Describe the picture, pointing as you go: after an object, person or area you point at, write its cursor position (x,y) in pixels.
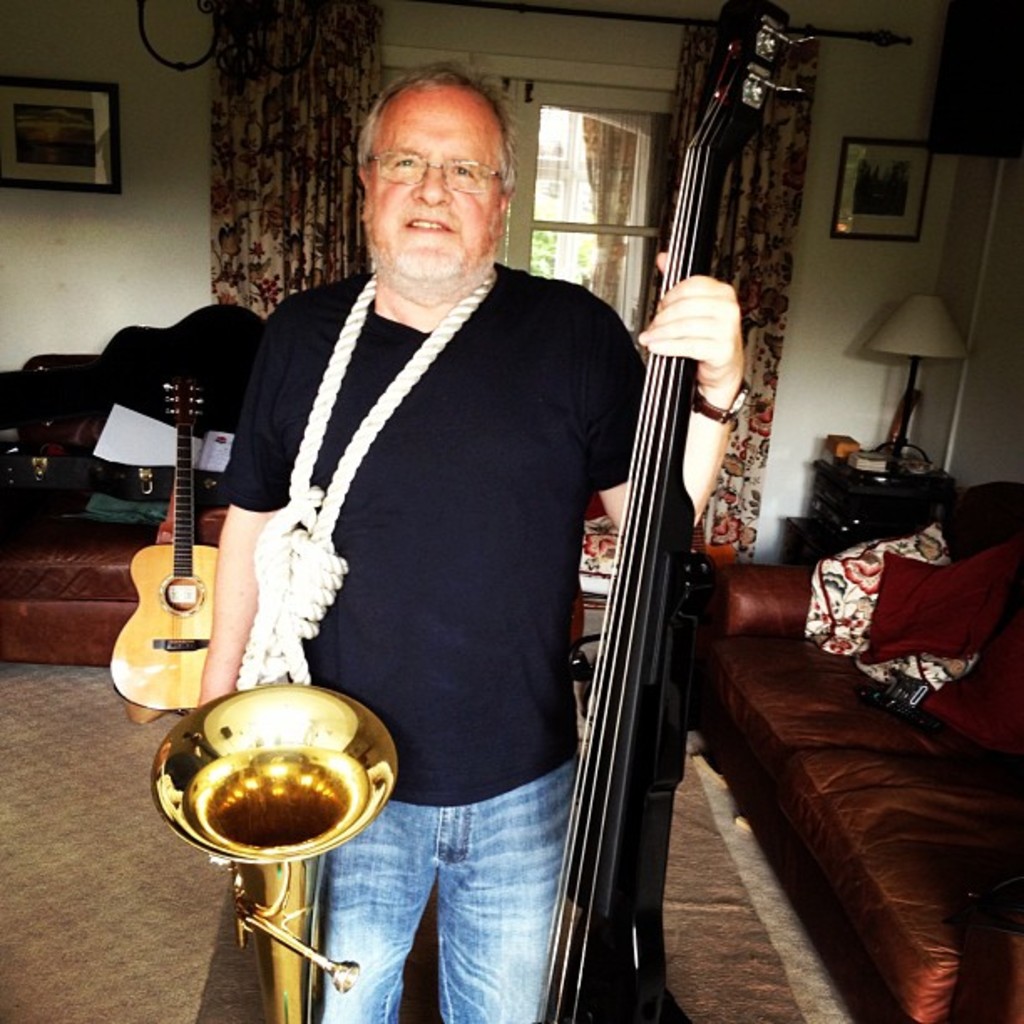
In this image in the middle (402,542), there is a man (447,461), he wears a t shirt (363,655), trouser (372,979), he is holding a horn (294,825) and bass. On the right (827,774) there is a sofa (824,737), pillows (839,646), table (877,496), light (914,347), photo frame (912,226), curtain (749,219) and wall (810,344). In the background (88,147) there are curtains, windows (539,181), photo frame (121,183), wall (114,260) and guitar (152,562).
